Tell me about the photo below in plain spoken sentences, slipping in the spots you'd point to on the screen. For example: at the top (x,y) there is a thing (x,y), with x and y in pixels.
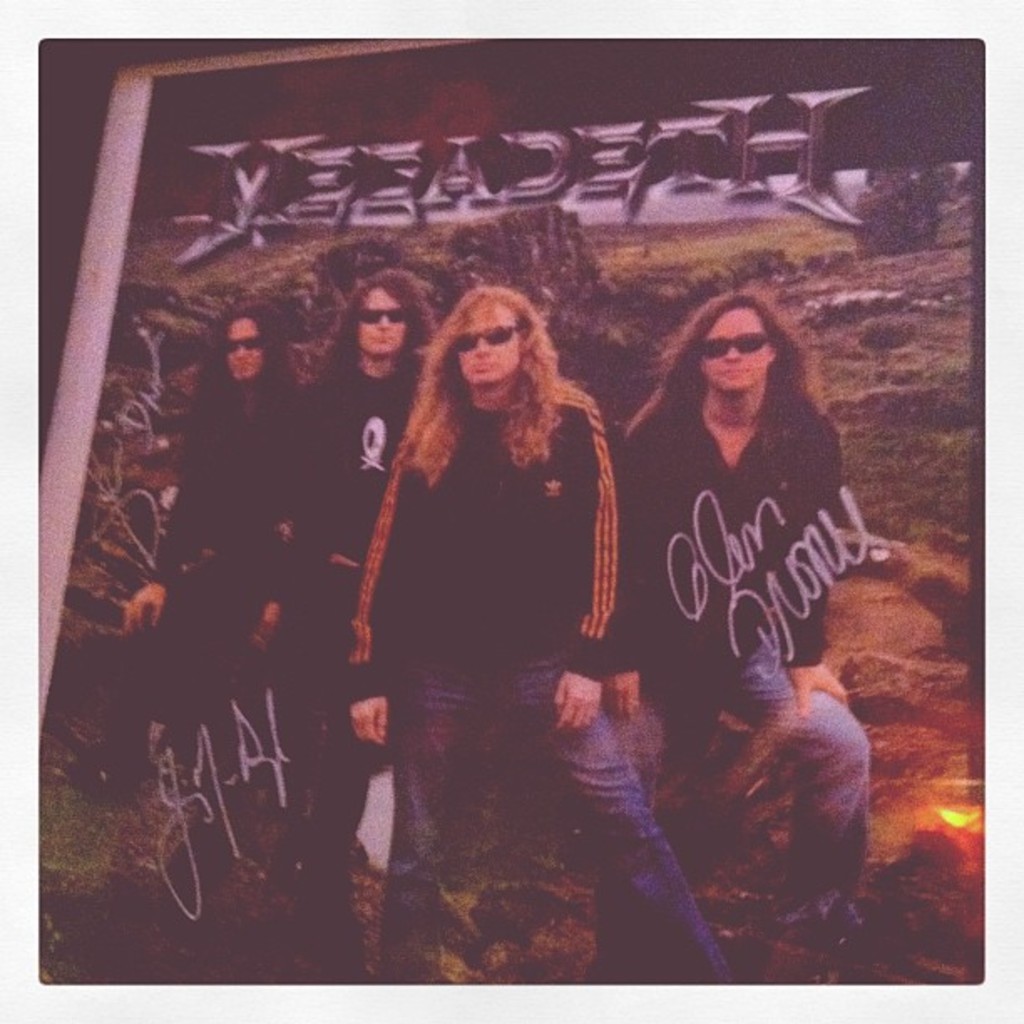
This is the image of a photograph (492,664) as we can see there are four persons (499,665) standing in middle of this image (455,563) and there is some text (605,131) written at top of this image (613,153).
